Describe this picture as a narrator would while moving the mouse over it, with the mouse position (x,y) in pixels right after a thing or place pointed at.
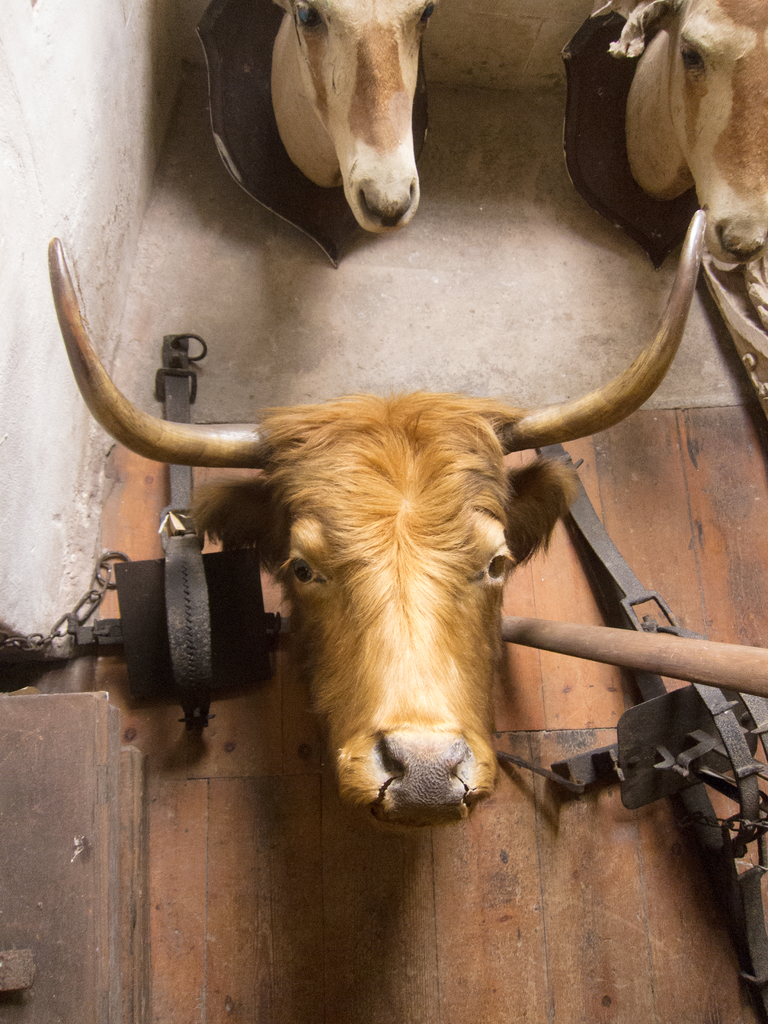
These are the heads (676,140) of the animals (346,156). This looks like a wooden board (560,847). I think this is an object (179,636) attached to the wooden board (687,587).
